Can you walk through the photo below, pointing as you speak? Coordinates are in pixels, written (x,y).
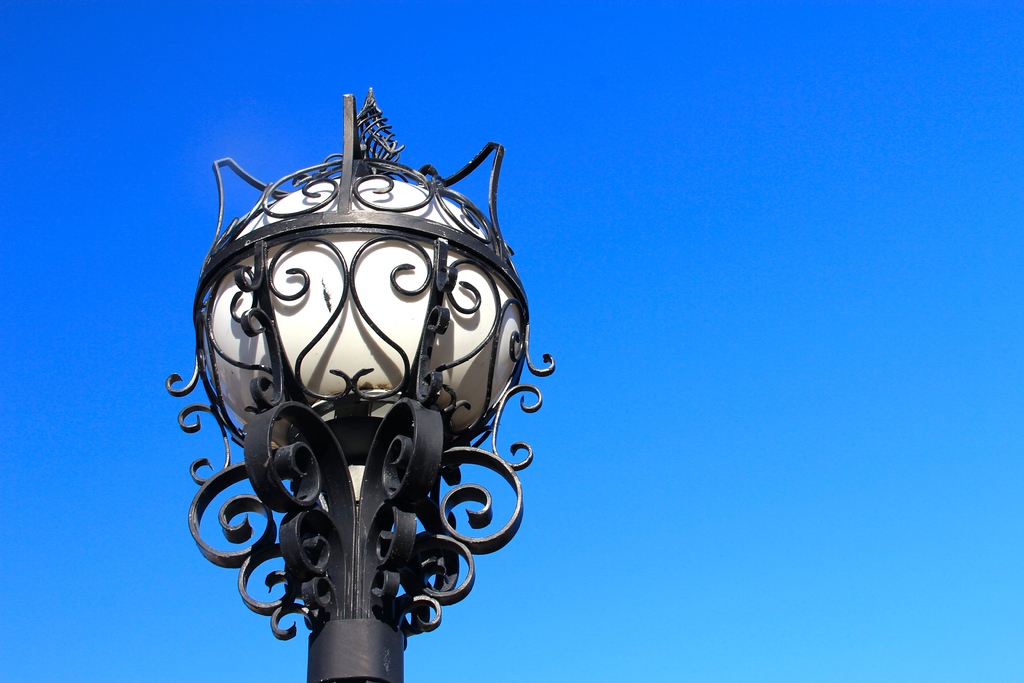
In this image, we can see a street lamp (439,335) on blue background.
